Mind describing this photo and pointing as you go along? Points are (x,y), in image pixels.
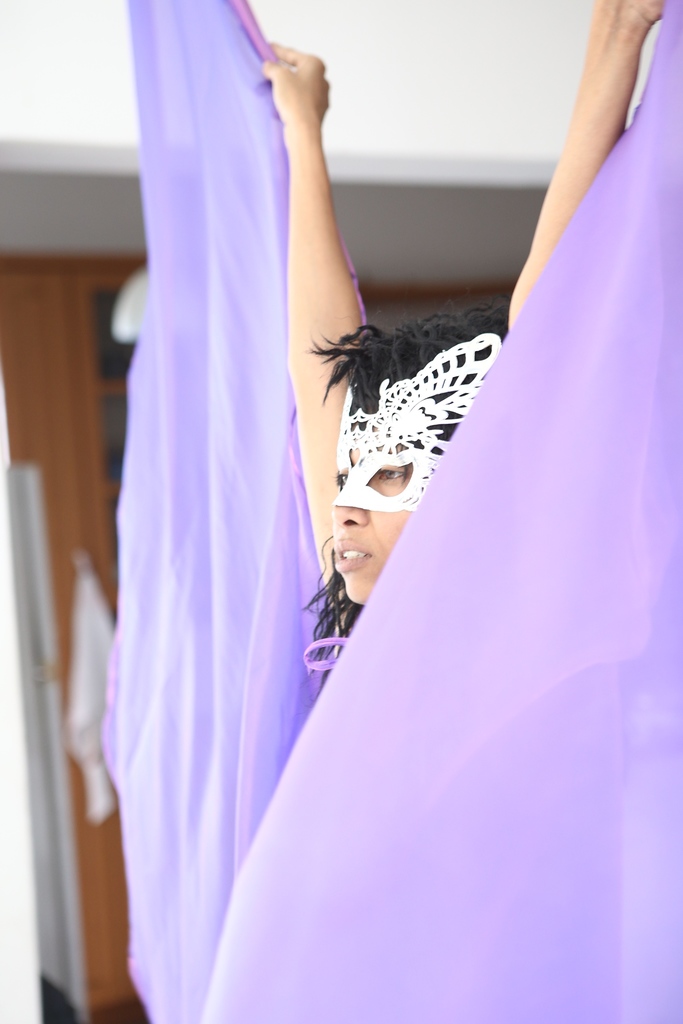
In the picture we can see a woman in different costumes (523,812) and raising a hand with violet color cloth (549,812) and in the background (70,583), we can see a wooden wall (32,333) with some rack (100,323) to it.
